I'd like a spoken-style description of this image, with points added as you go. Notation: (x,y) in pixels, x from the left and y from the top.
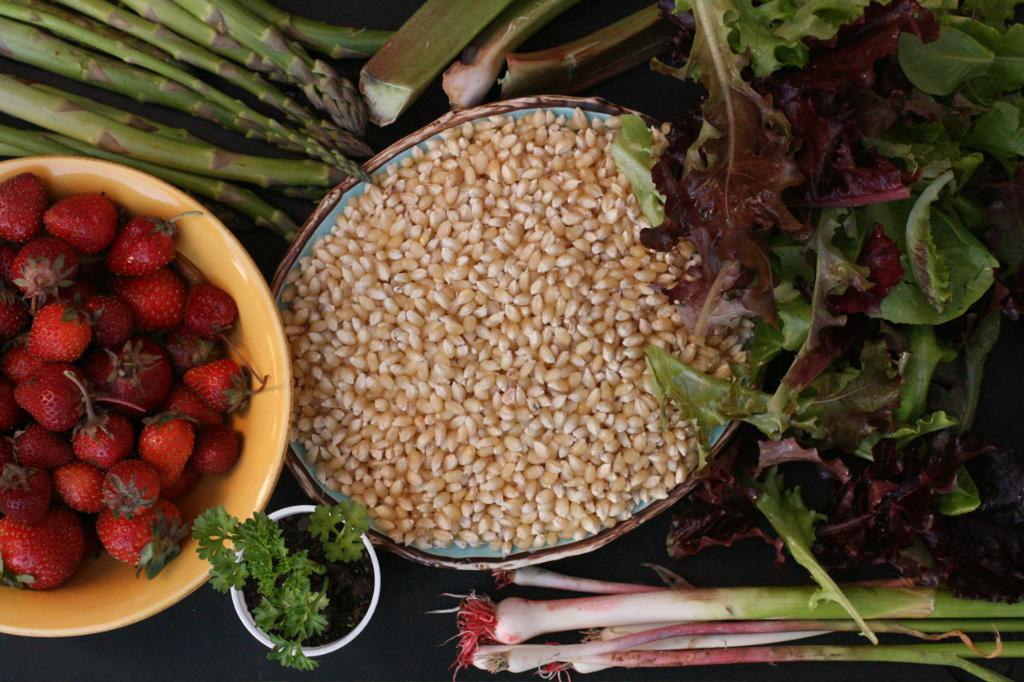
On the right (857,410) there are leafy vegetables (857,410) and other vegetables (723,598). In the center there are corn kernels (440,259). On the left (150,570) there are strawberries (40,360) and other vegetables (37,118). In this picture there are bowls (134,592).
